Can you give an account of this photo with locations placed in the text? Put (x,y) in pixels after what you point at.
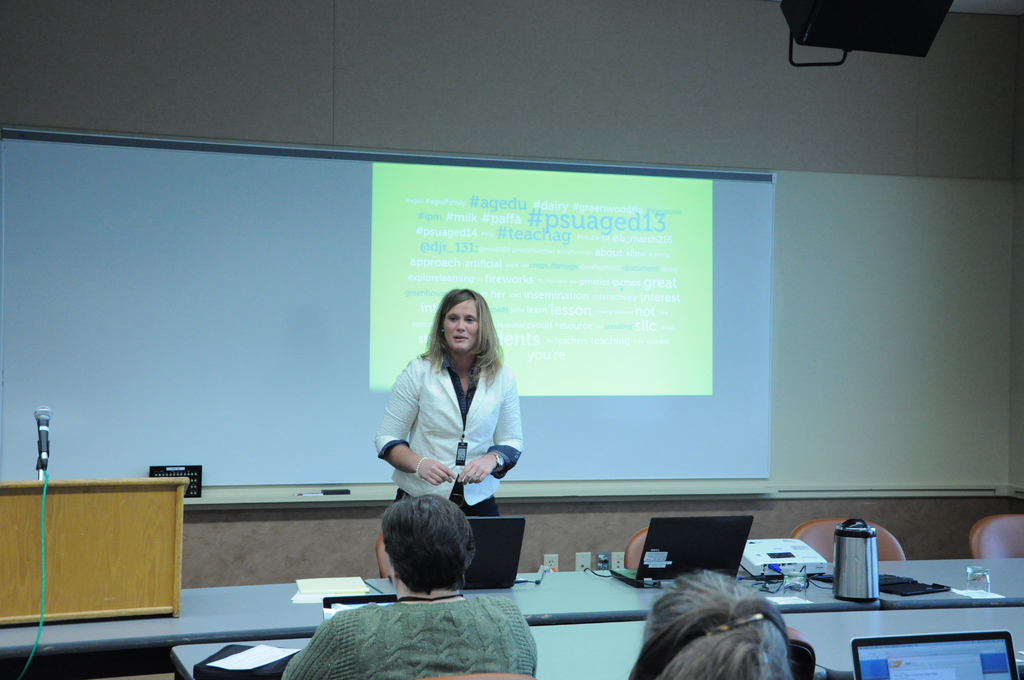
This is an image clicked inside the room (751,510). In the middle of the image (511,449) there is a woman (453,414) wearing white color suit (431,399) and standing. At the back of her there is a screen (690,247). On the bottom of the image (429,648) I can see few people (650,679) are sitting on the chairs (528,679) In front of the table (572,629). On the table (540,587) I can see monitors (650,554) and few papers (315,592). On the left side of the image (90,546) I can see a mike (46,434) fixed to a table (77,546).
